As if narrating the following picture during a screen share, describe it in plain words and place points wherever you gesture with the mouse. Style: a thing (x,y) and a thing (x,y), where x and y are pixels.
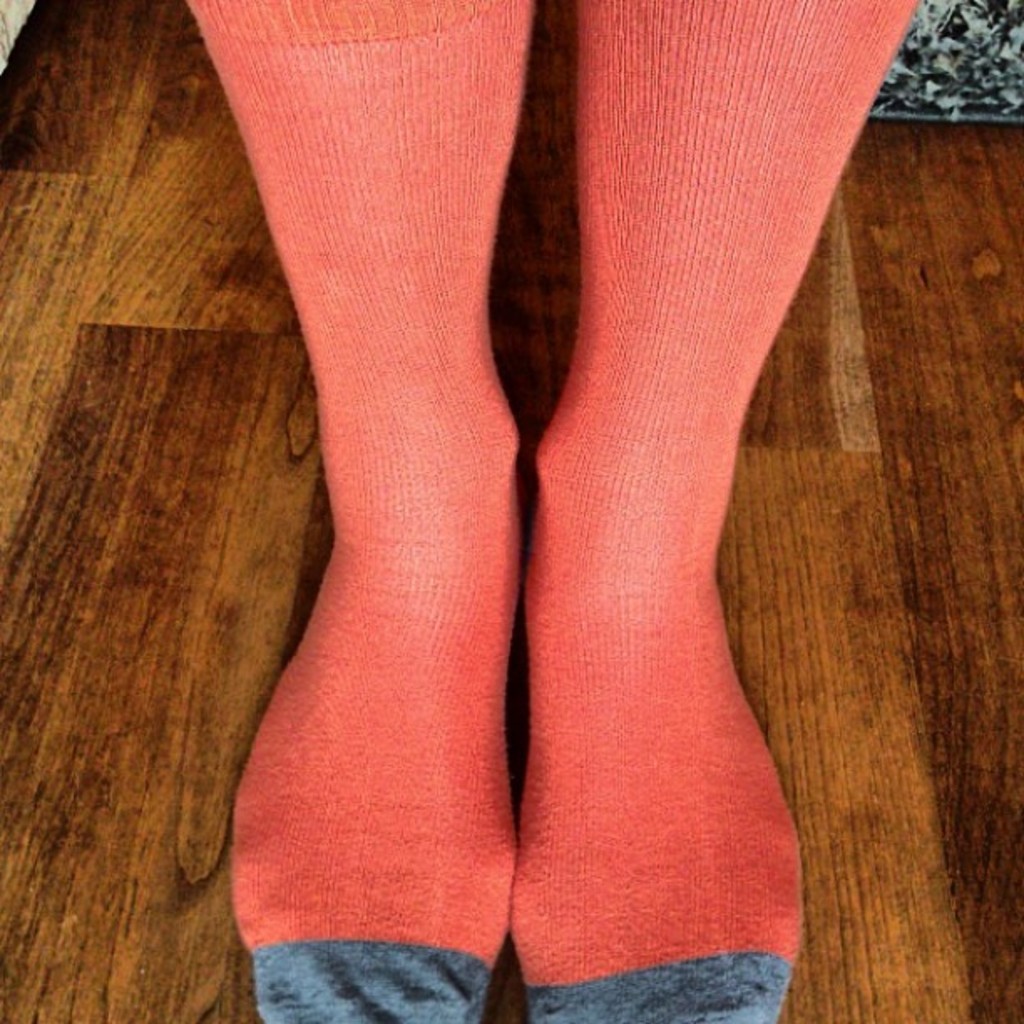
In this image we can see a persons legs (391,218) wearing socks (558,697). At the bottom (783,740) there is a floor (190,749).
